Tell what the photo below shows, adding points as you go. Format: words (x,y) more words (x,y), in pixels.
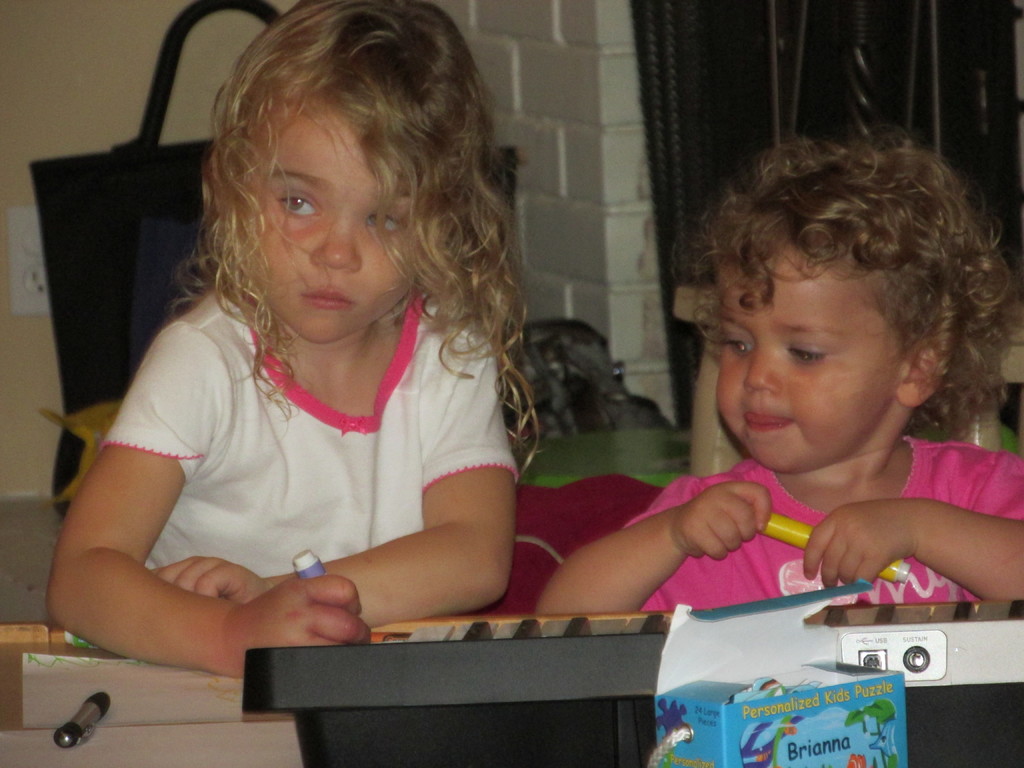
In this image we can see two children (490,423) holding pens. On the right side (734,732) we can see a cardboard box (687,678).
